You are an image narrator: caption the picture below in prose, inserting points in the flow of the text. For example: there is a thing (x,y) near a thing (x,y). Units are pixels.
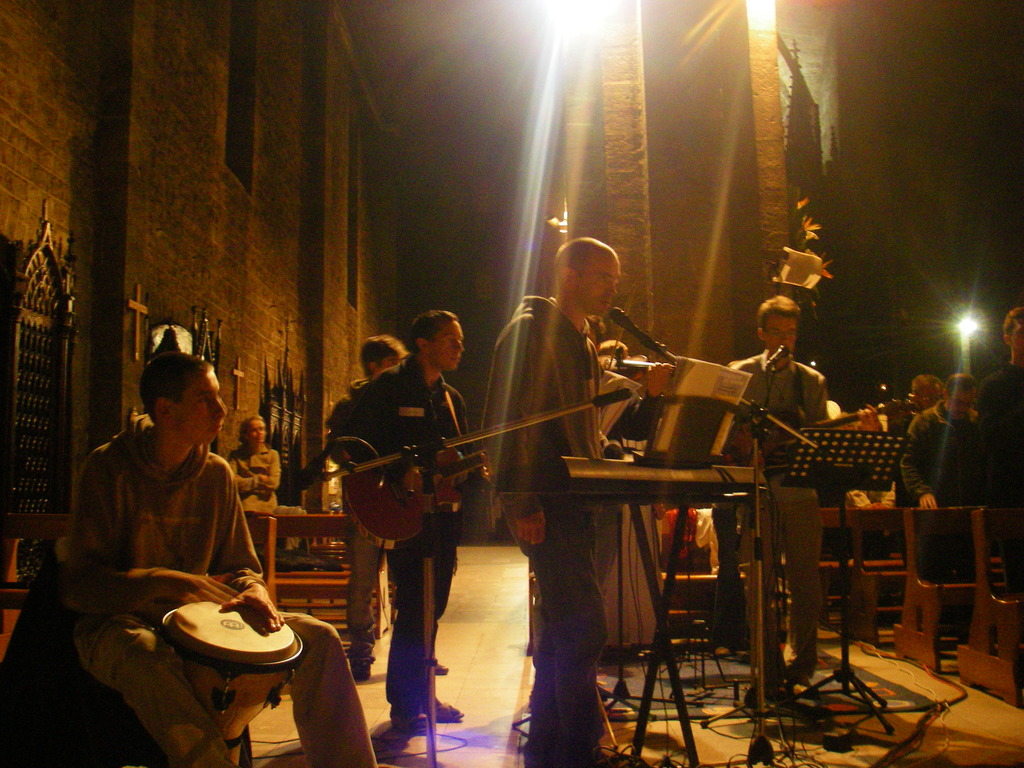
A band of musicians (544,367) are playing music in a concert.
